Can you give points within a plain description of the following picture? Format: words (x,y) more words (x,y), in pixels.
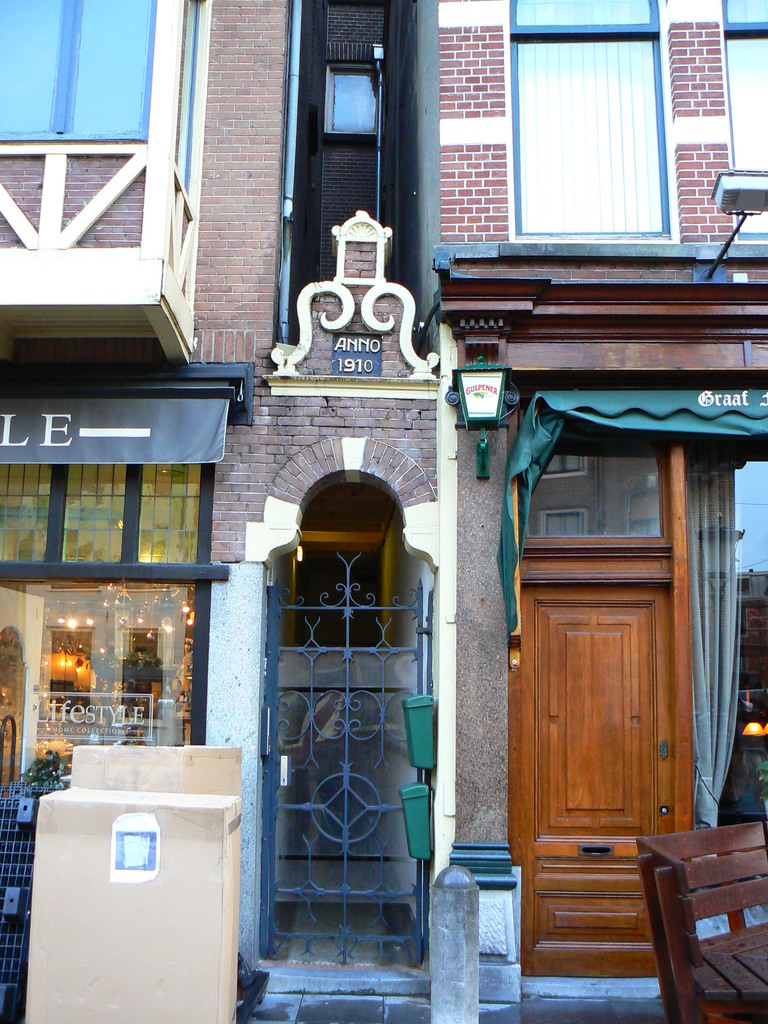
In this image there is a wooden object (681,885), door (623,843), it looks like a building (608,238), there are windows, there is a glass (766,486) in which we can see curtain (719,497) on the right corner (706,774). There is a glass (5,639) in which we can see objects (123,657), there is an object (131,928) on the left corner (127,955). We can see a metal gate (365,837).
